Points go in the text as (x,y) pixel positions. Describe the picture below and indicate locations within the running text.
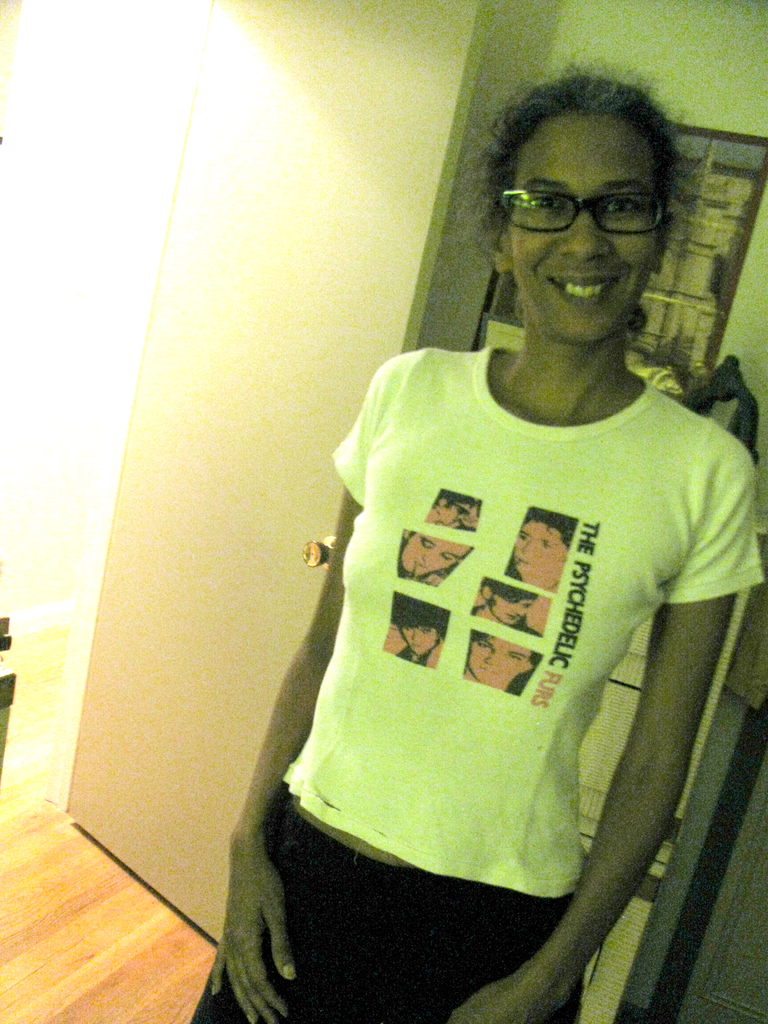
In this image we can see a woman (410,420) wearing white color T-shirt (358,652) and spectacles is standing here and smiling. Here we can see the wooden floor (186,962), door (173,416) and some objects (682,128) in the background (341,105).
